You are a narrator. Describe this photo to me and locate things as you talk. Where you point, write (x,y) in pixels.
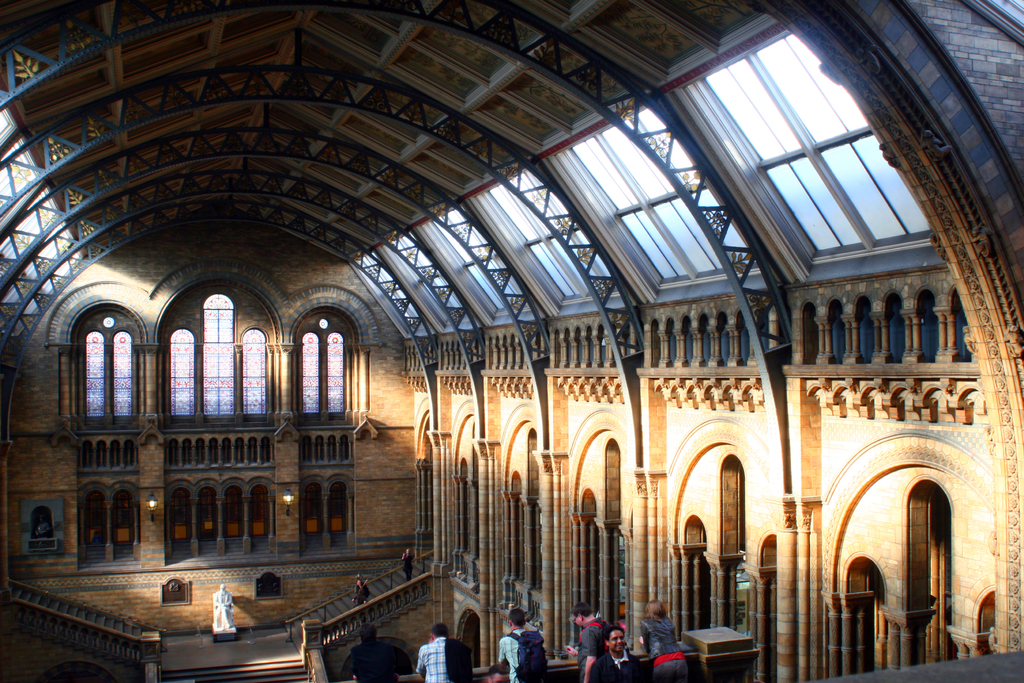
This image is taken inside the building (466,541). In this image there are a few people (663,637) standing and few are standing on the stairs (346,601). In the background (290,473) there is a wall (403,469) and few lamps (289,502) are hanging, there are windows (262,499). At the top of the image (463,100) there is a ceiling (337,182).
